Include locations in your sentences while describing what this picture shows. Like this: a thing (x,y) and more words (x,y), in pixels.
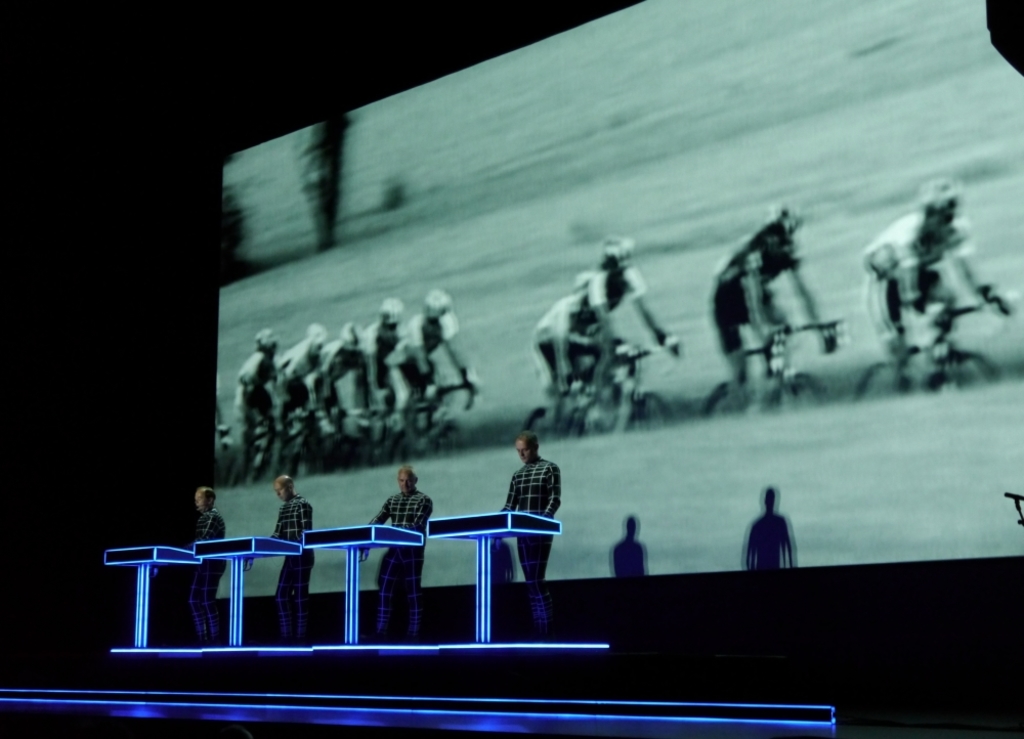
This picture is dark, there are four people (398,480) standing, in front of these people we can see tables (142,549). In the background (469,347) we can see screen (448,200) and shadow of people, in this screen (768,324) we can see people (300,374) riding bicycles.
